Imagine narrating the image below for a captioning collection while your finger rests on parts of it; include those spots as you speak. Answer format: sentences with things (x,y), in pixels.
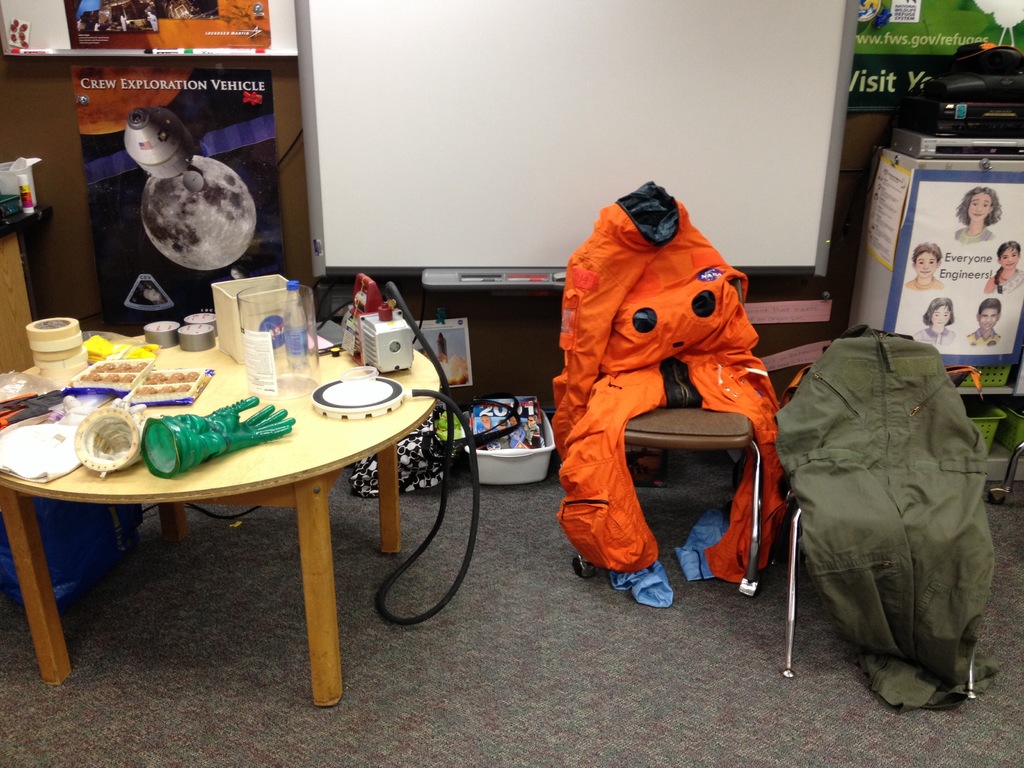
In this image there is a dress (757,440) on the chairs (665,426) at the right side of the image (799,407) and at the left side of the image (159,441) there are food items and gloves (118,461) and electronic gadgets (356,339).
